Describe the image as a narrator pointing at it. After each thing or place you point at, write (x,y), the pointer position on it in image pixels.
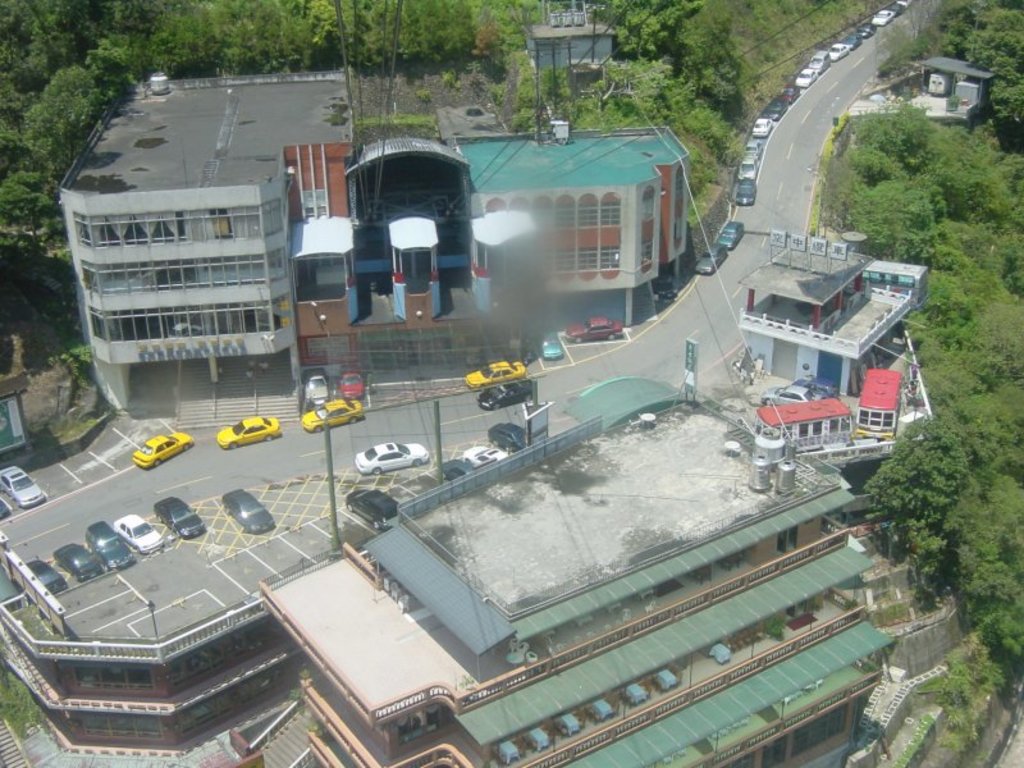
In this picture we can see a few vehicles (121,547) on the road (433,470). There are some buildings (426,349), poles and trees (660,49) in the background (41,38).
